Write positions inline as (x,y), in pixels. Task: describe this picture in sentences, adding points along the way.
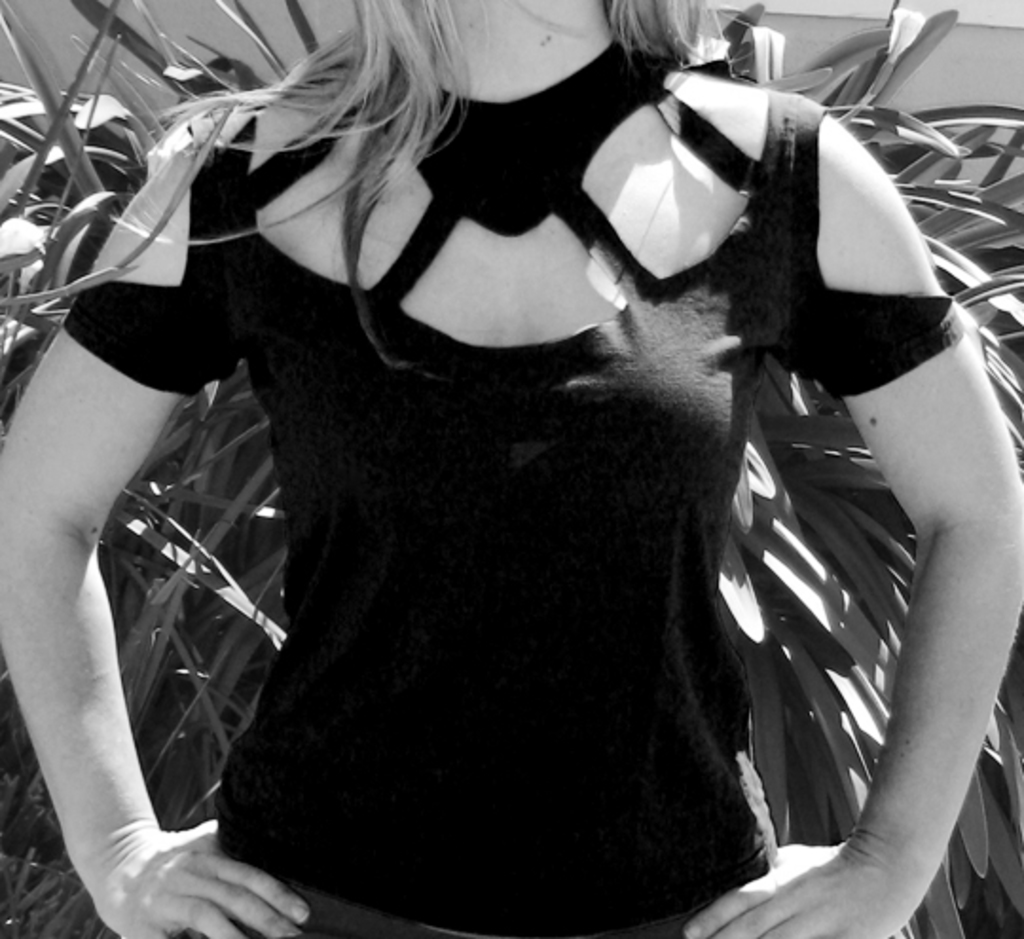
It is the black and white image in which we can see the woman (405,303) without the head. In the background (230,439) there are plants (221,549).
